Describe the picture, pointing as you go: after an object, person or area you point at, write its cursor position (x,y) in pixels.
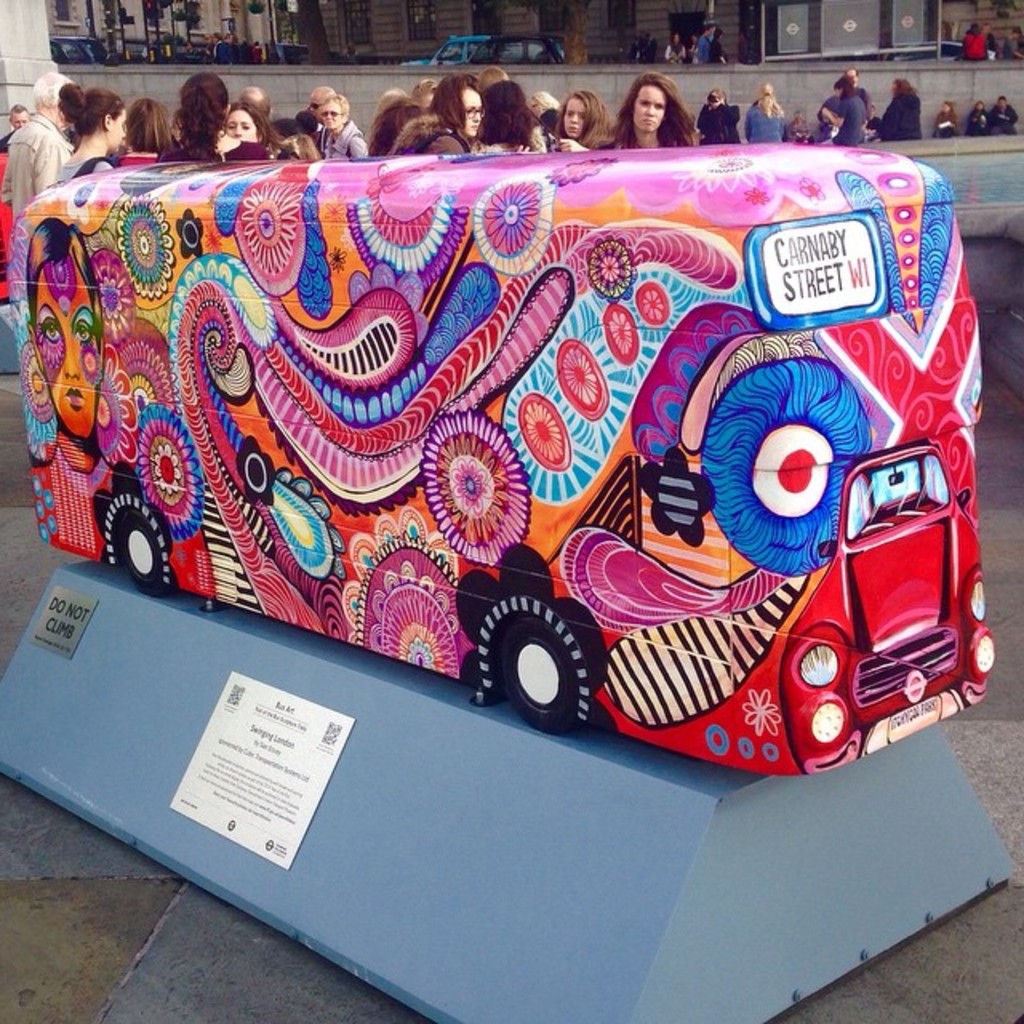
In this image, I can see a colorful toy bus (381,527), which is placed on a ramp (397,951). These are the boards (55,622), which are attached to a ramp (384,764). I can see a group of people (464,143) standing. At the top of the image (466,55), I think these are the vehicles (456,45) and few people (668,46). This looks like a wall (383,86).
